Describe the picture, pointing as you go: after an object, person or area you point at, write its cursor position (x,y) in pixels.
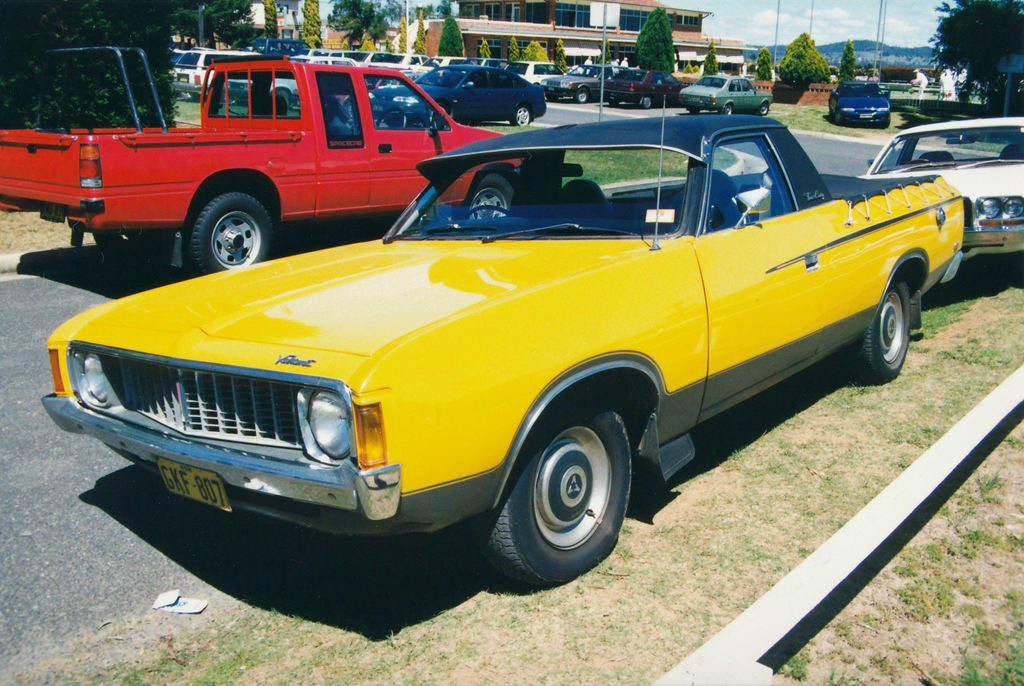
As we can see in the image there are different colors of cars (670,158), trees (160,41), buildings (582,28) and sky (781,13).
